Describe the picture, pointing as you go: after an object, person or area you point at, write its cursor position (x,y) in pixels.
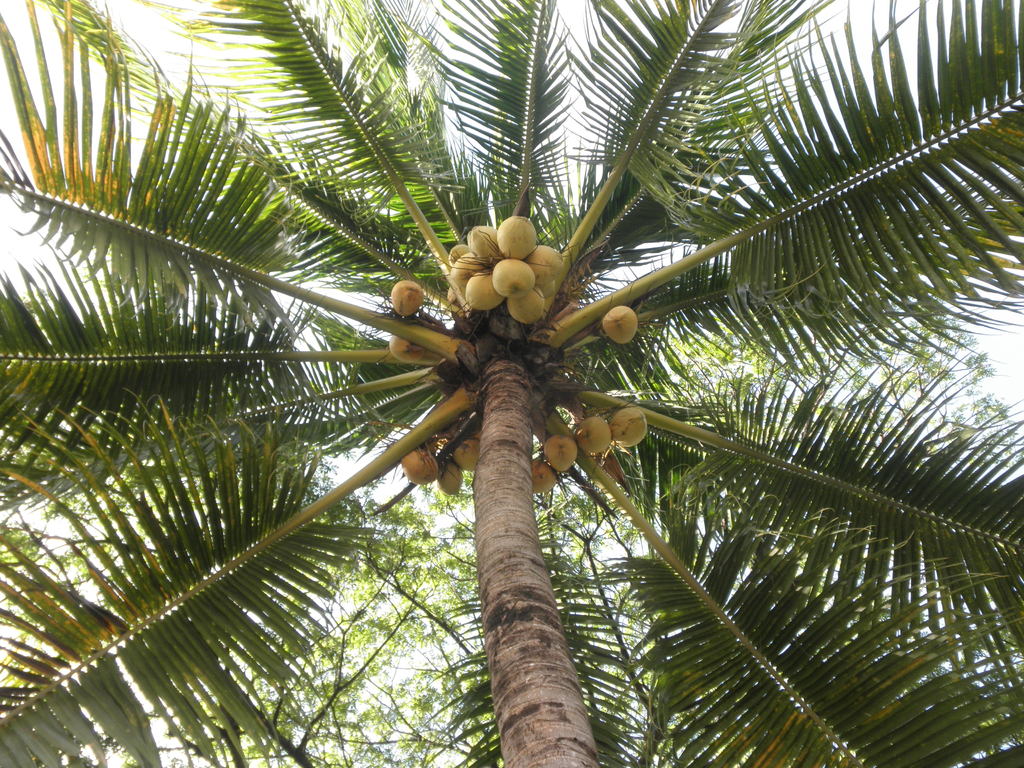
In the image in the center (485,348) we can see the sky (132,114), clouds (81,96), trees (912,667) and coconuts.
